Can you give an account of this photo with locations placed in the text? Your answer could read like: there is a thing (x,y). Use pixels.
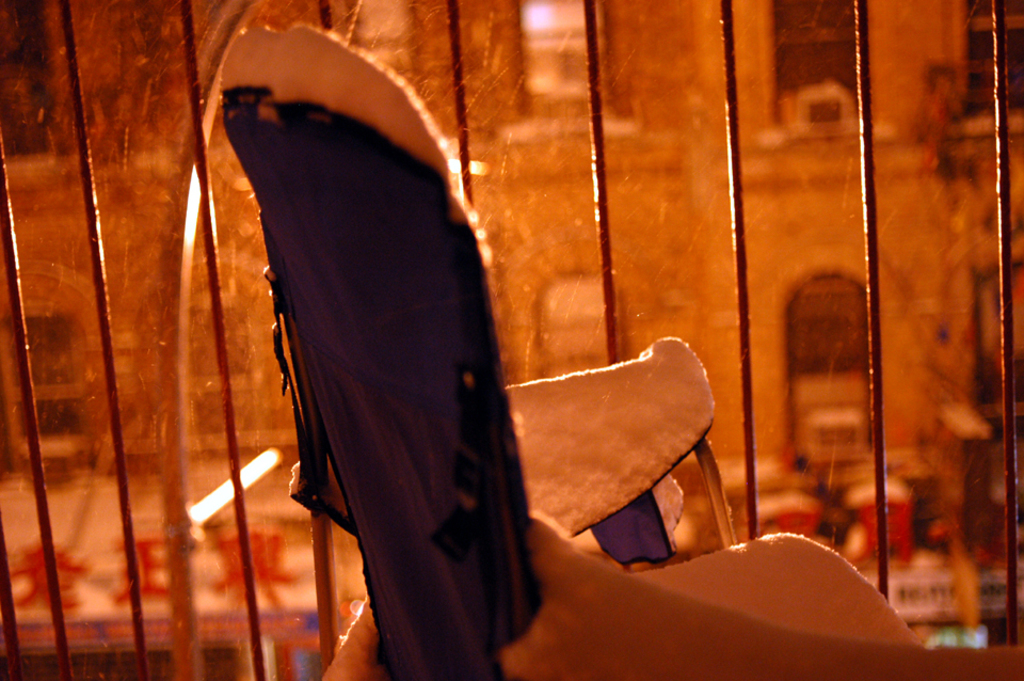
In this picture I can see a metal grill (875,304) and I can see a building (831,205) in the back (813,328) and looks like a chair (464,375) and a dark blue cloth (377,343) on it.
